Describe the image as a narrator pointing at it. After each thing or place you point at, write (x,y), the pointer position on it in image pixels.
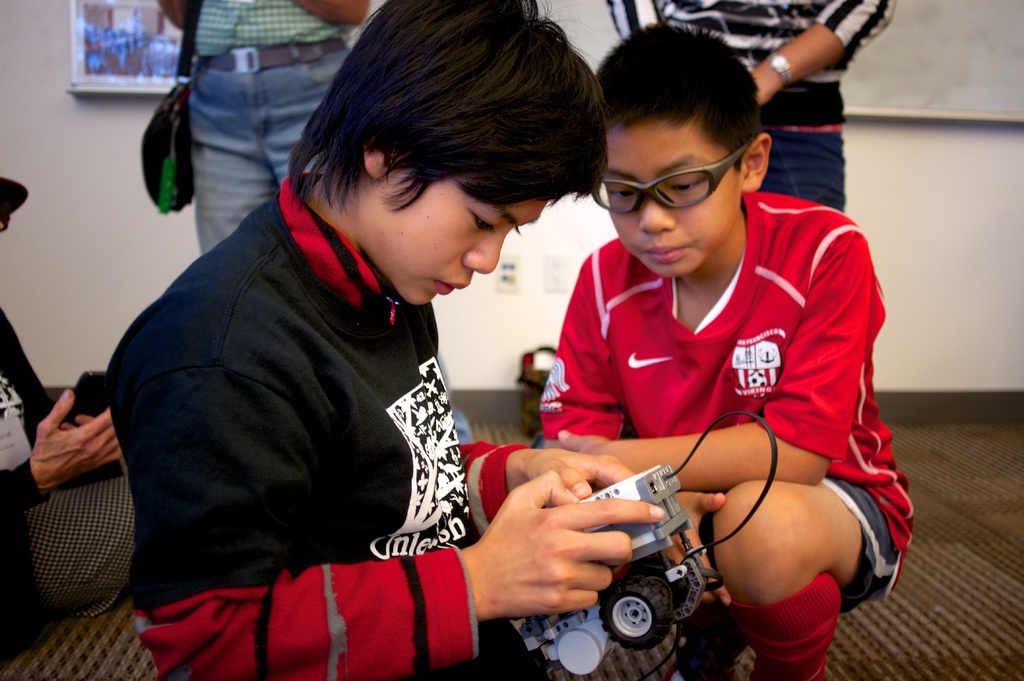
In this image we can see few persons (200,135). A person (378,405) in the foreground (285,481) is holding an object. Behind the persons (358,202) we can see a wall (922,247). On the wall (907,149) there are few objects (993,33). At the bottom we can see the mat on the floor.
